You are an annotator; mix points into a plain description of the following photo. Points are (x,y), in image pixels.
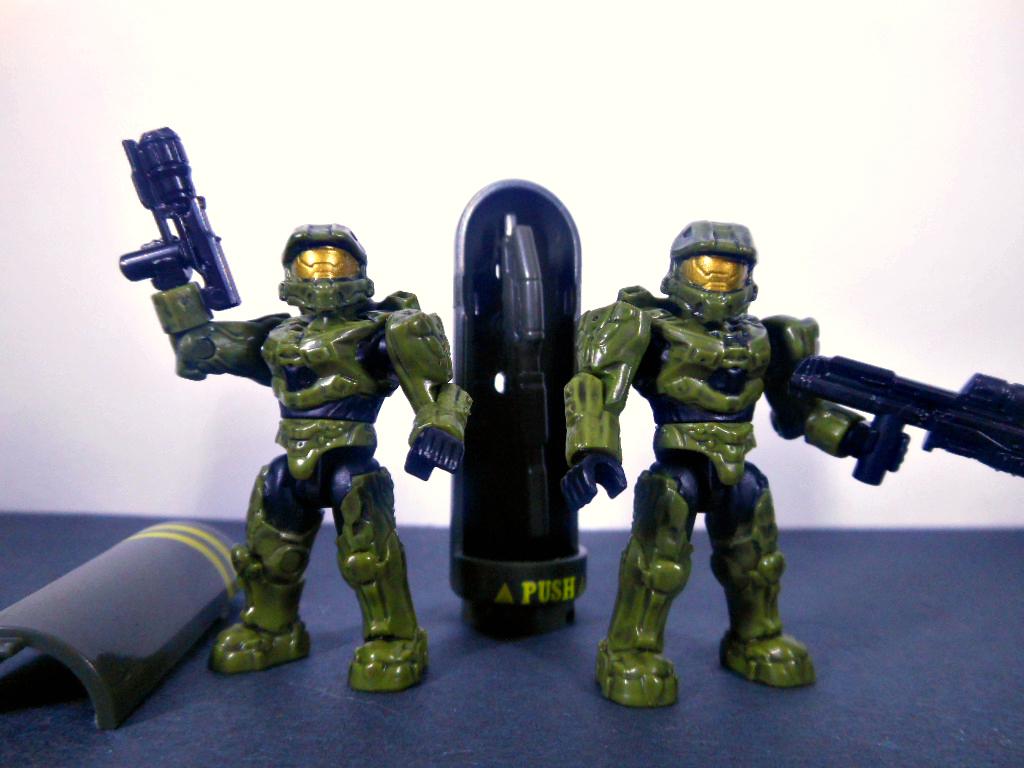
In this image I can see two toys (299,331) and they are in green and black color. The toys (239,559) are standing on the black color surface (935,699) and I can see white color background (41,59).
